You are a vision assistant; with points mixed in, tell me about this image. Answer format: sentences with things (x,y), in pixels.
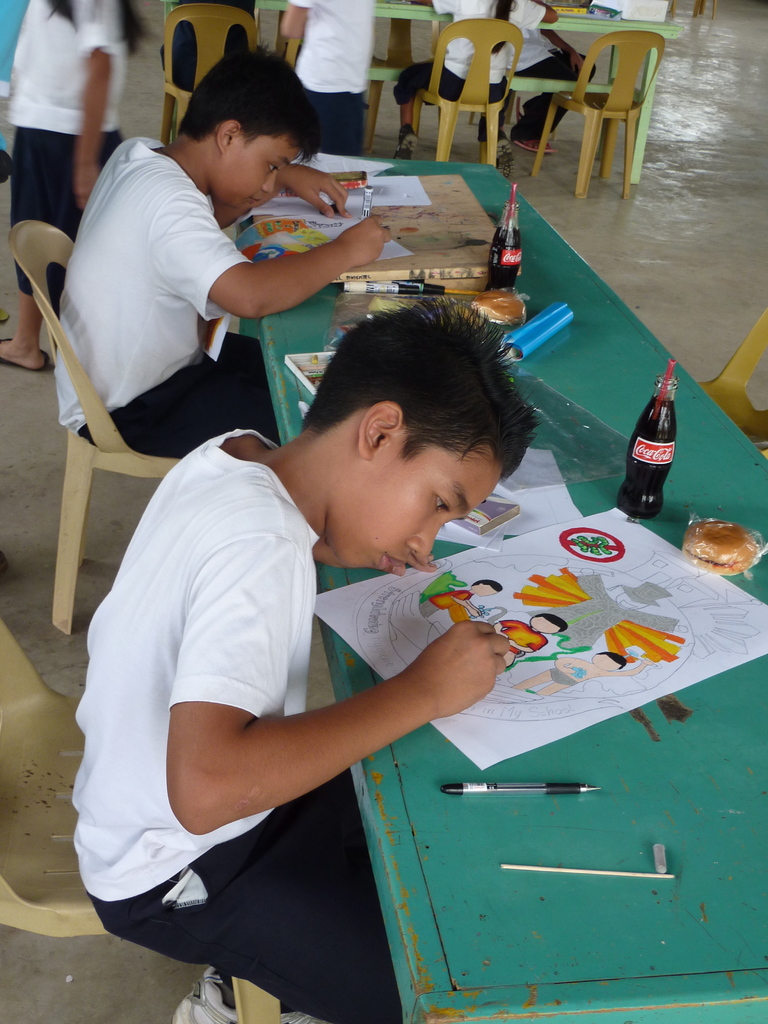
In this image there are kids (259,431) sitting on the chair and drawing something on the sheets (534,614) and on the top of the table (588,511) there are bottles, burgers (706,551), pens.
